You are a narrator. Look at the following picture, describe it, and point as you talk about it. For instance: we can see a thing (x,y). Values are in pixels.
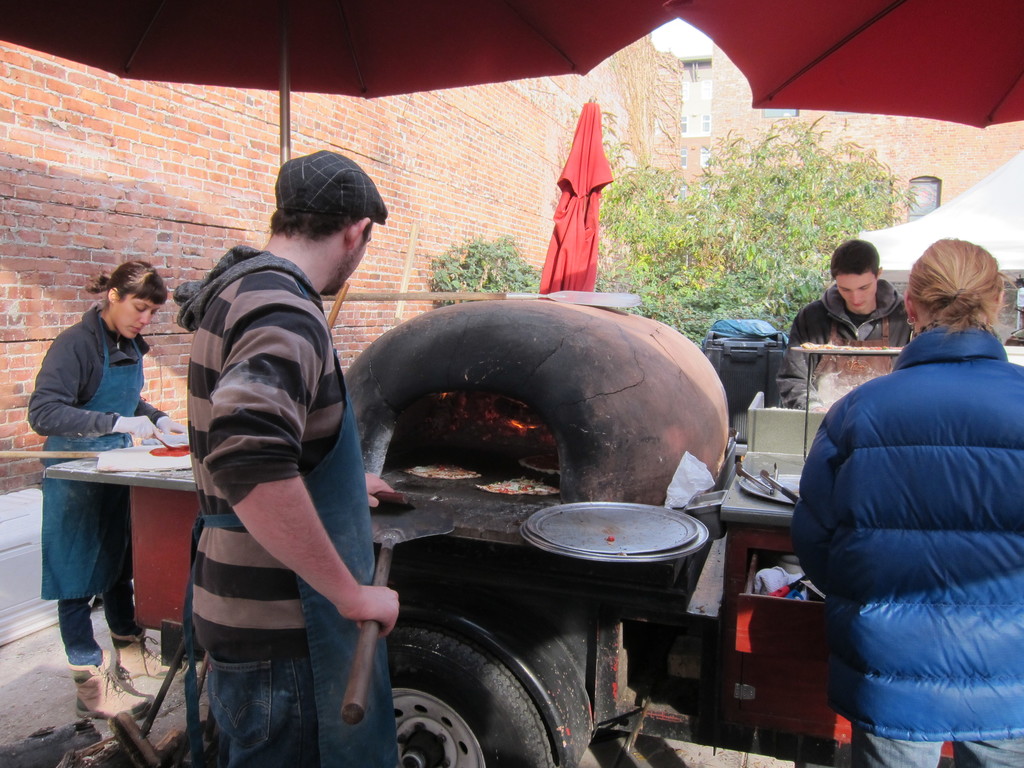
In the image we can see there are two men (294,368) and two women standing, wearing clothes (244,594) and here we can see plate (605,543), flame (519,420), food items (449,477) and a table (108,477). Here we can see a tire (452,695), tree (714,258) and brick building (447,173). Here we can see tent (973,222) and umbrella (377,75).
